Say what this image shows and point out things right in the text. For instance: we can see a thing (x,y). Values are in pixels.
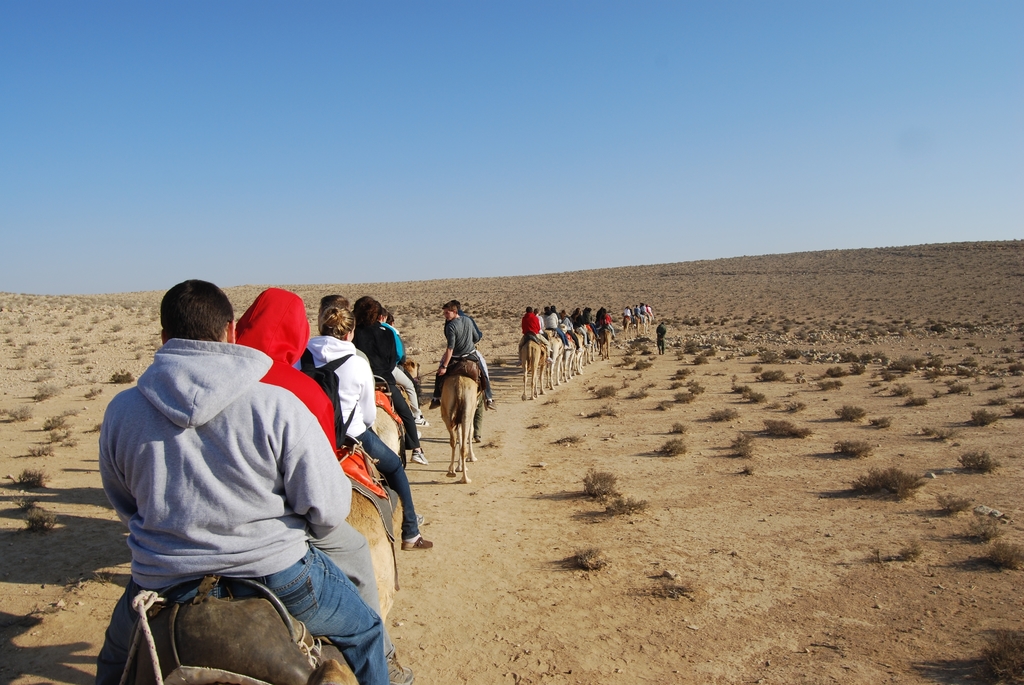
In this picture I can see number of people (346,349) sitting on camels (446,397) and I can see a person (663,349) standing and I can see the open ground (24,310), on which there are number of plants (989,521). In the background (265,63) I can see the clear sky (461,66).
